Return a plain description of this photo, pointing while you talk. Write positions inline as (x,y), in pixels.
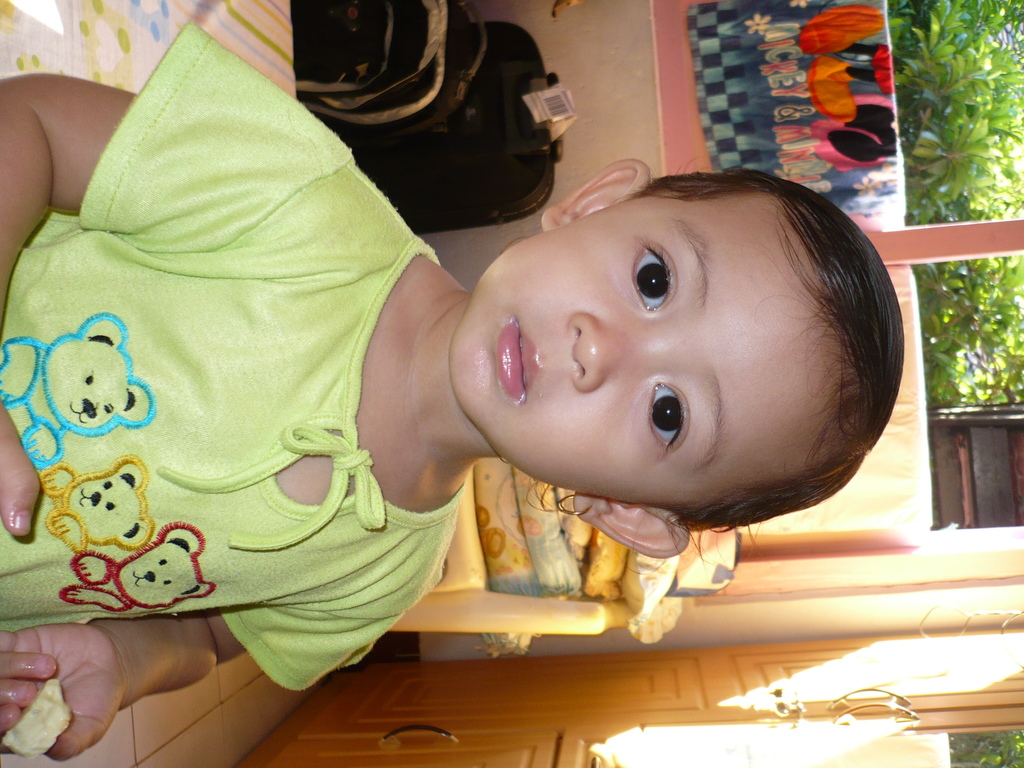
In this picture there is a girl (663,422) who is wearing green t-shirt (203,440). She is holding some fruit (53,700) standing near to the bed (139,69). At the bottom (523,720) there is a door (520,746). In the background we can see couch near to the window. On the right (1013,350) we can see the plants (957,219).
